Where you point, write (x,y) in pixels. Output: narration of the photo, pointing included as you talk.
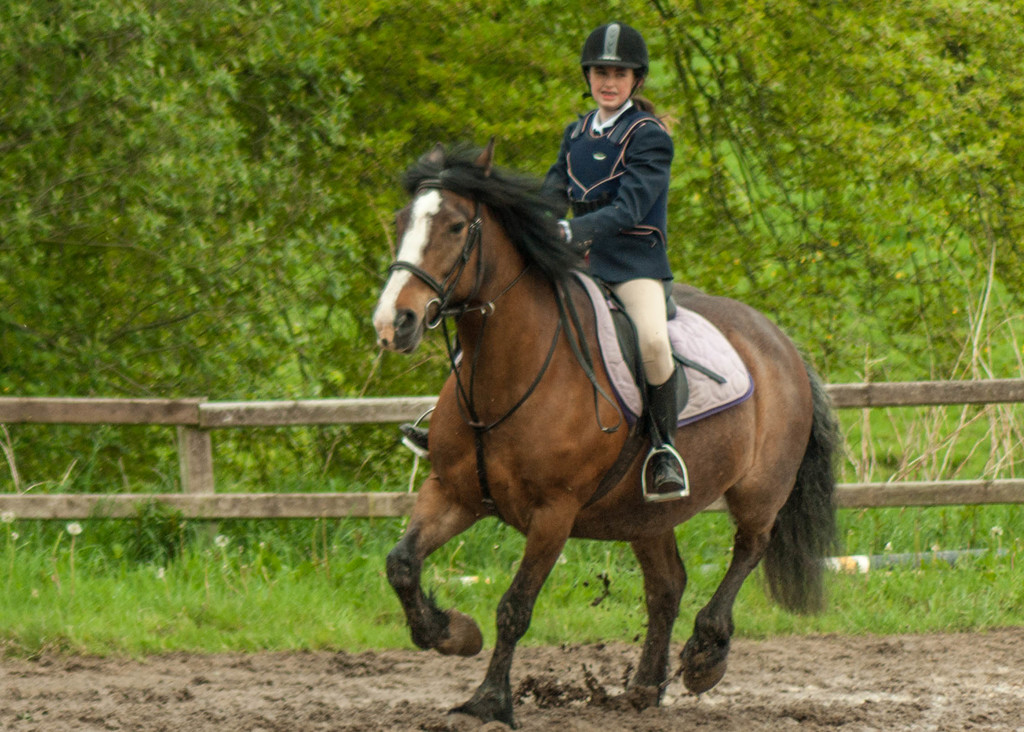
This picture is clicked outside. In the center (607,249) there is a person (635,109) wearing helmet (633,54) and riding a horse (408,568). In the foreground (194,674) we can see the mud (394,691), green grass (192,574), fence (184,445) and some plants (316,547). In the background (775,62) we can see the trees (141,208).
